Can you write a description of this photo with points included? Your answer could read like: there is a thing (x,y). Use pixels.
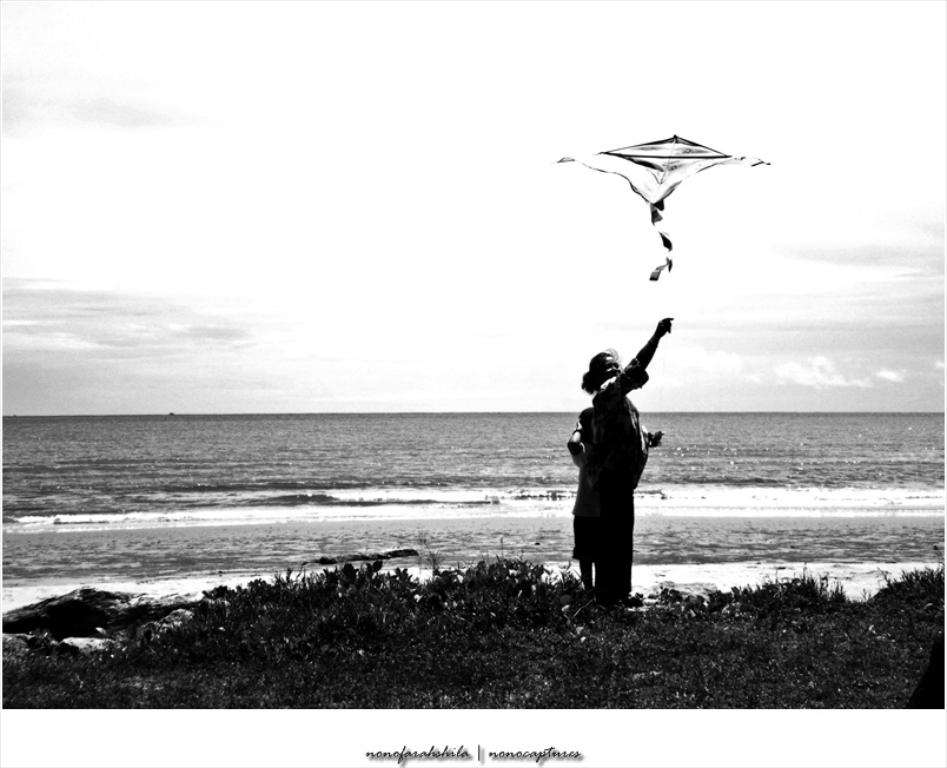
In this picture we can see a kite (627,166) flying in the air (744,233), plants (519,655), water (517,460) and two people (583,494) standing on the ground (583,611) and in the background (475,326) we can see the sky (442,186) with clouds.
